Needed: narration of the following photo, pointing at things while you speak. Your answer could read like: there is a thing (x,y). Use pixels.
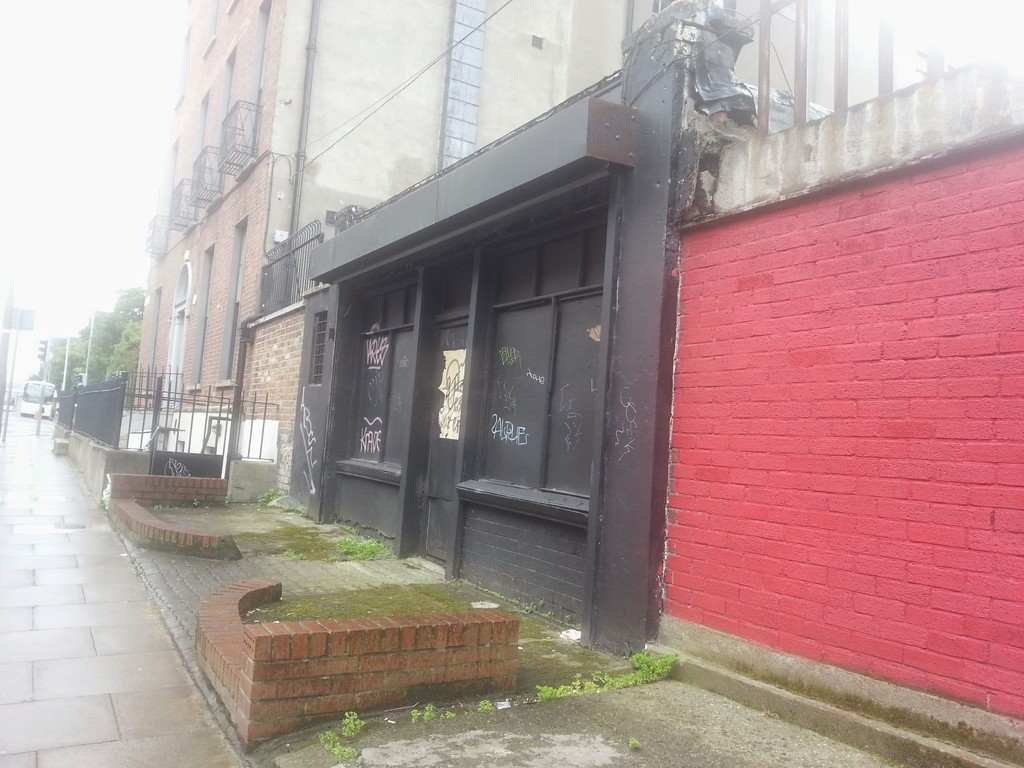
In this image we can see buildings (344,277), trees (126,338), poles (90,349) and fencing (150,442). Left side of the image (35,411), one bus (32,398) is there on the road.
